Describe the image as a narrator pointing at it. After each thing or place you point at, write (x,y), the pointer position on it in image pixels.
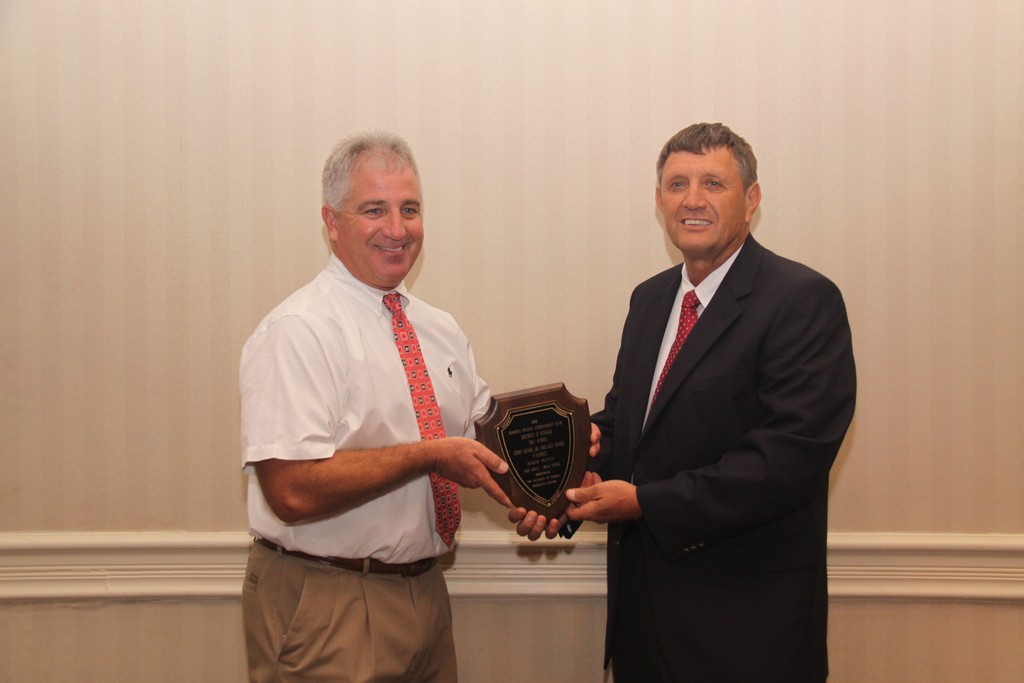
In this picture we can see two men (439,620) and they are holding a shield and in the background (464,616) we can see the wall (464,616).
